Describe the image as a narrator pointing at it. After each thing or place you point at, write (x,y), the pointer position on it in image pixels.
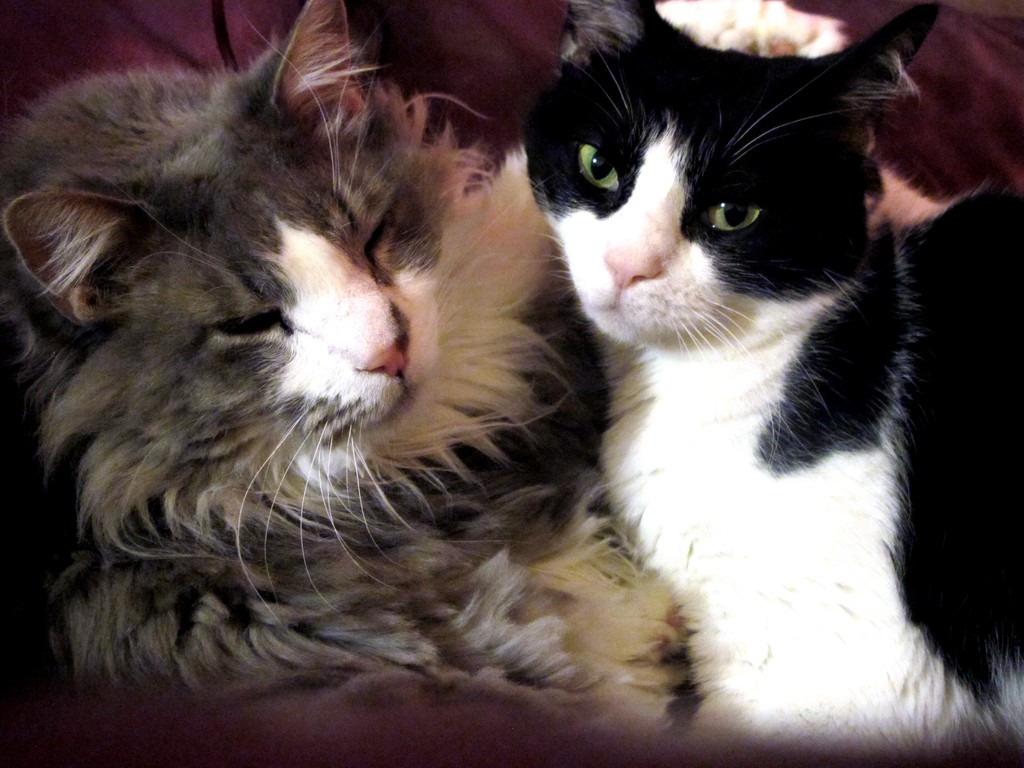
In this image there are two cats (481,392) truncated, at the background of the image (475,73) there is an object (76,72) truncated.
